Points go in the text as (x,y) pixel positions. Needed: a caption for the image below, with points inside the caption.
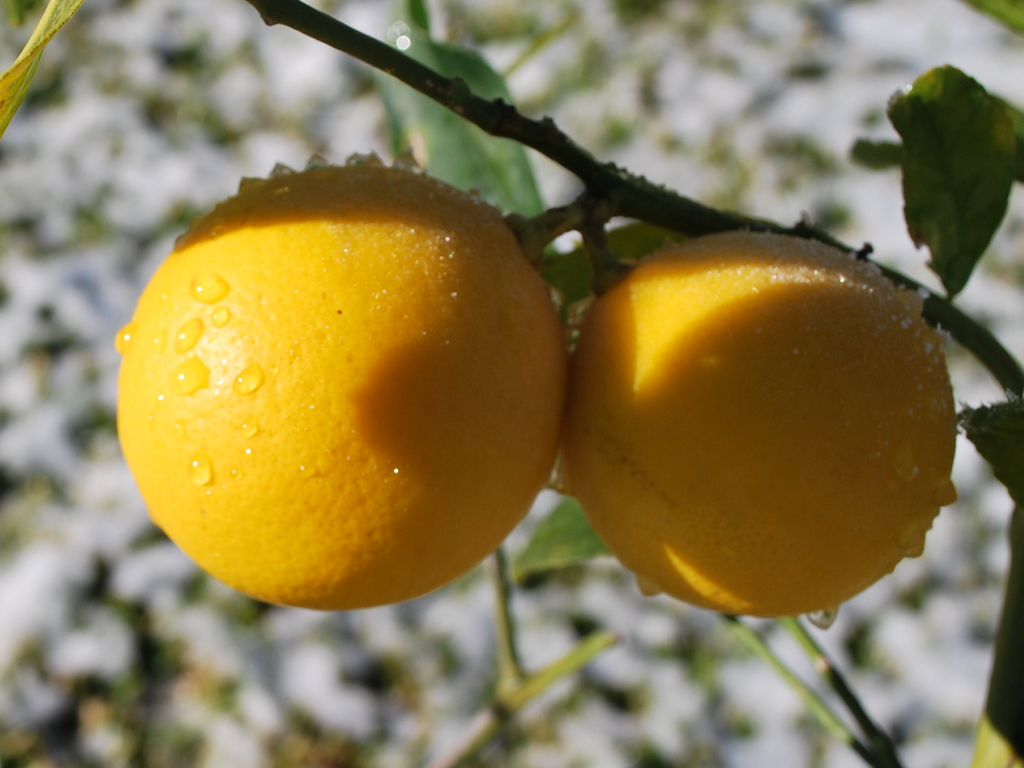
Here in this picture we can see lemons (525,299) present on a plant (584,287).
